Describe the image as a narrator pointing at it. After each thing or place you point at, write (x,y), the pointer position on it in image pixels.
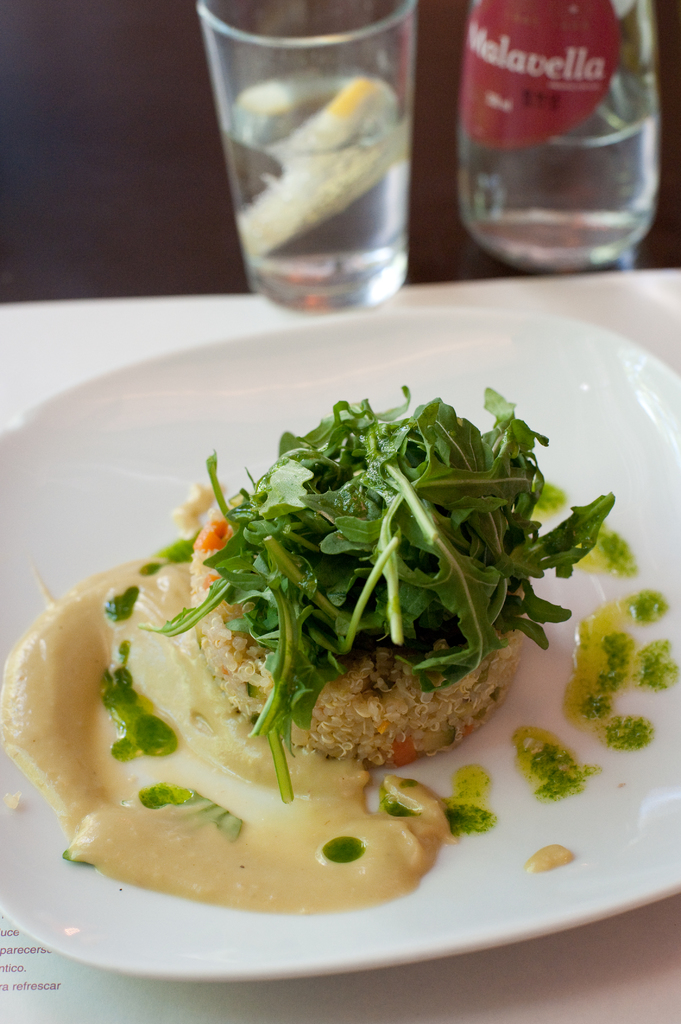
There is a plate (290,368), glasses (318,219) on the table (216,211). On the plate (293,358) there are some food items (363,757) like leafy vegetables (496,559), cream (289,825) and rice (356,701).
